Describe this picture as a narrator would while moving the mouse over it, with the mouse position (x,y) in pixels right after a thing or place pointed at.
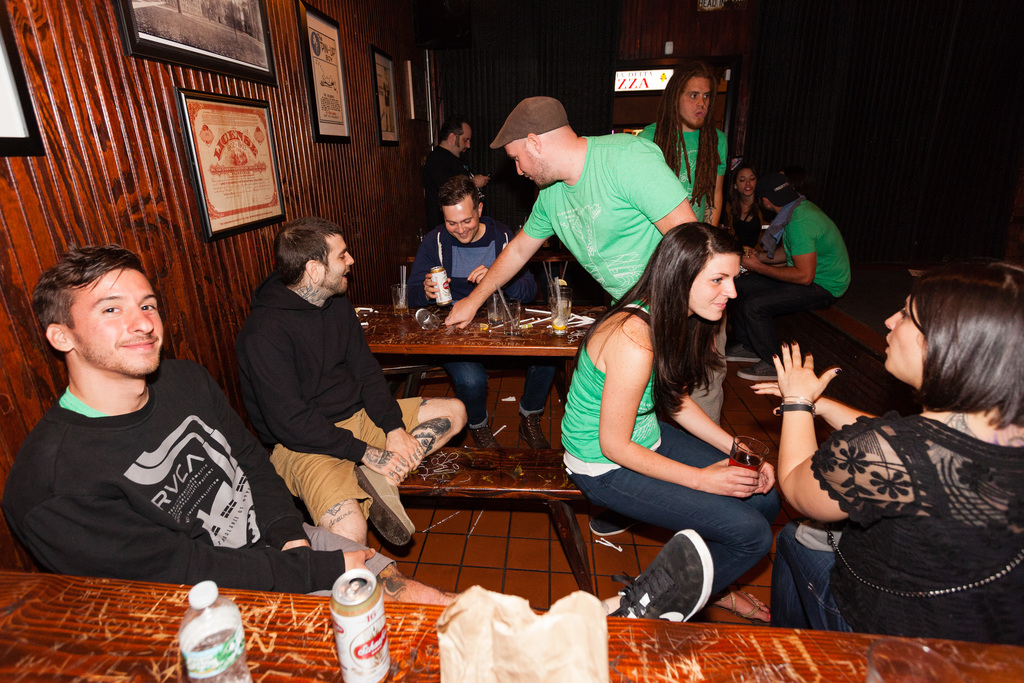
in this image in this room (467,457) there are so many people (485,379) some people (336,388) are sitting on the chair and some people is standing on the floor (500,381) and there are some photos (270,216) are hanging on the wall (126,190) and the table (467,336) has some glass (512,325), straws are there in the background (778,289) is dark.
